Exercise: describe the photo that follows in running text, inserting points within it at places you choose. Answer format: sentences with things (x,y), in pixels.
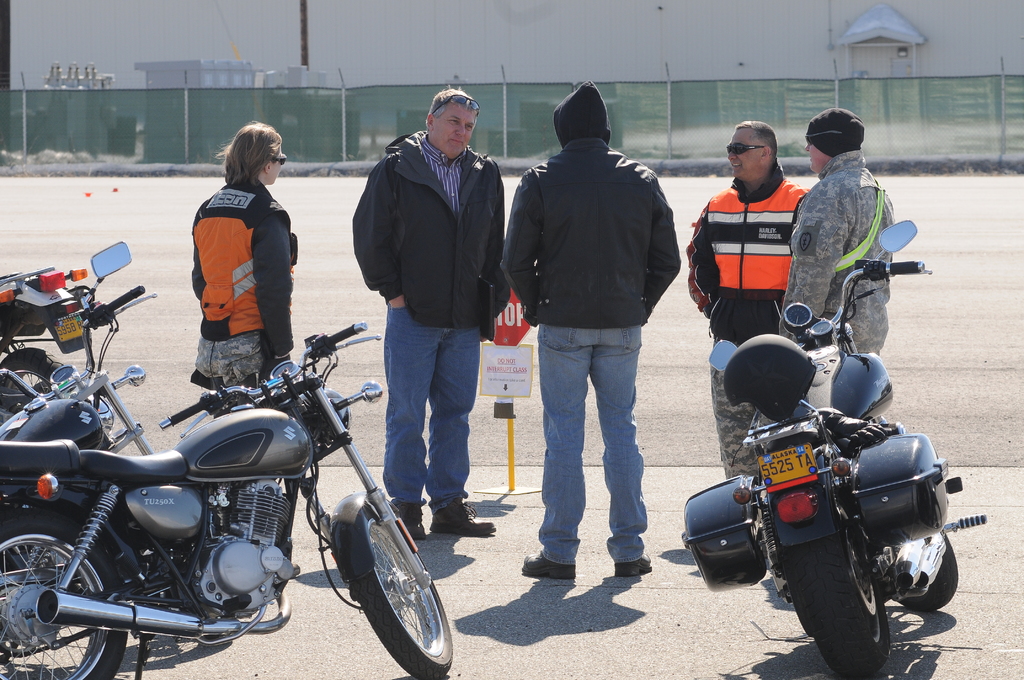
In this image, we can see five people (727,398) are standing on the road (596,575). Few are wearing goggles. At the bottom (835,502), we can see few vehicles (74,576) are parked. Background (61,138) we can see cloth poles (996,98), few things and wall (520,67). In the middle of the image (522,378), there is a pole (512,454) with boards (512,338).
